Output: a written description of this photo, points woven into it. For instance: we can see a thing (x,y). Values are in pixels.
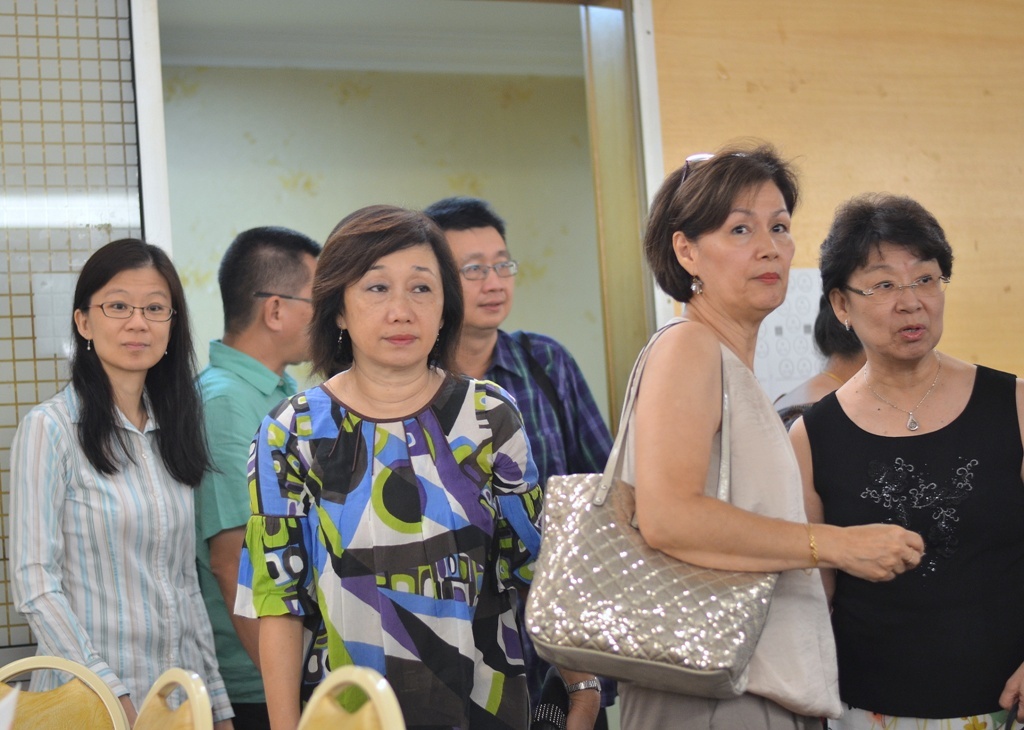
In the image there are few women (696,448) standing in the front (156,381) and behind there are two men (262,312) standing, on the left side (81,703) there are three chairs (95,712) and behind them there is a wall (48,32) with entrance (308,124) in the middle (556,259).
